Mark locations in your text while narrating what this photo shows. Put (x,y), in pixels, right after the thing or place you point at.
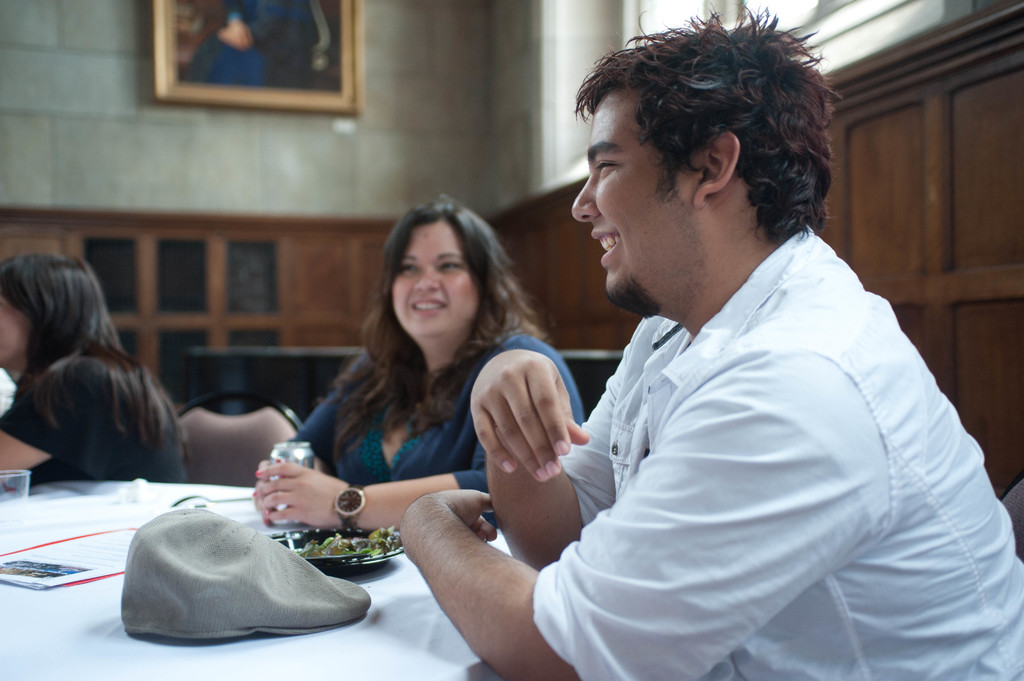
On the right side of the image (784,368) there is a man (687,457) sitting and smiling. In front of him there is a table (30,601) with a cap (266,579), plate (299,537) with food item (344,548) and also there are few cards (88,553). Beside the man (627,382) there is a lady (410,424) sitting and on her hand (381,492) there is a watch (348,489) and also she is holding a can (291,454) in her hand (290,508). Beside her there is a lady (123,398) sitting. In the background (151,319) there is a wooden wall (917,148). Above that there is a wall (392,137) with a window (680,1) and a frame (267,57).
